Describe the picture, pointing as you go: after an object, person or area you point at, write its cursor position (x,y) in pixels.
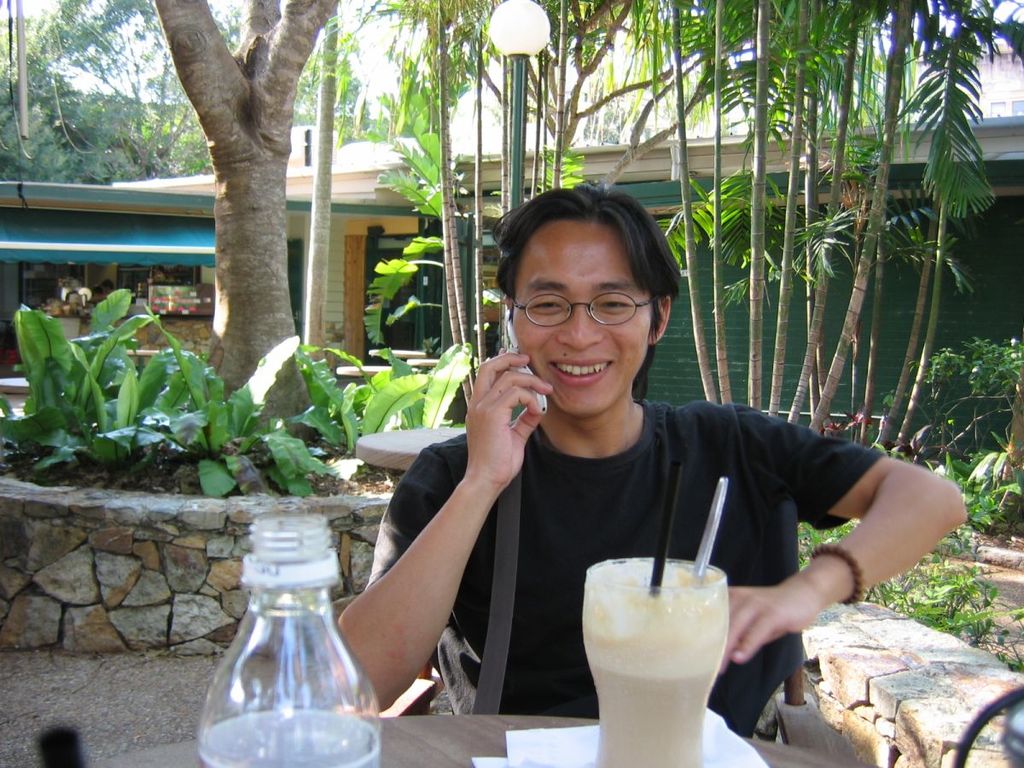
The person (560,541) wearing black shirt (554,516) is speaking in phone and there is milk shake (621,669) and water bottle (264,690) in front of him, In background (406,328) there are trees (700,212) and a green building (774,302).
